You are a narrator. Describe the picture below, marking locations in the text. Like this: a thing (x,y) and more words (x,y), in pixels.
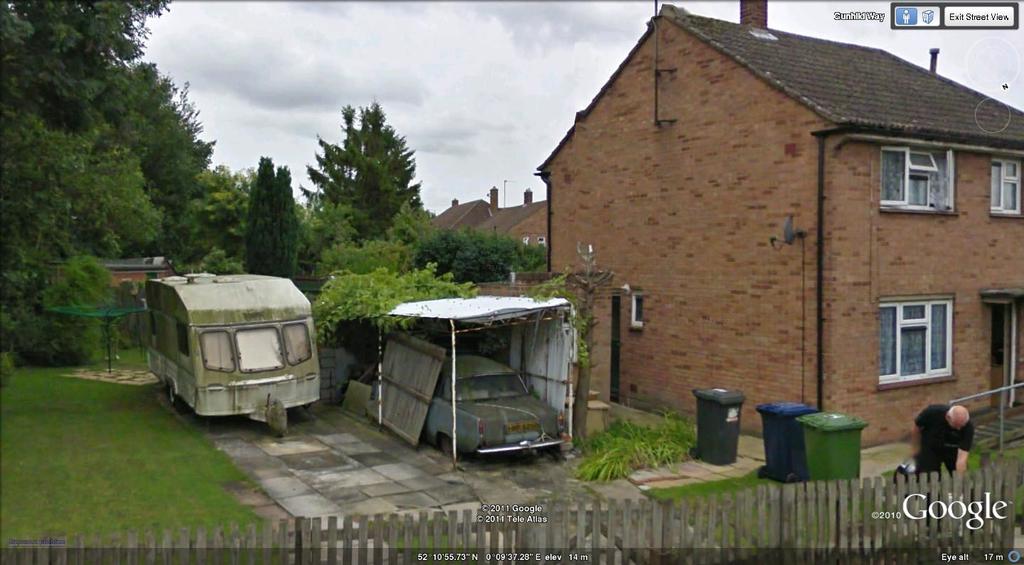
This is an outside view. On the right side (823,296) there are few buildings (667,253). In front of the building (911,421) there is a person (921,450) wearing black color dress (924,434) and standing. Beside the person (937,439) there are three dustbins (811,456). At the bottom of the image (519,543) there is a fencing (607,543). In the middle of the image (447,303) I can see two vehicles (311,384) on the ground (378,440), one is under the shed (559,395). In the background (211,186) there are many trees (184,186). At the top of the image (331,52) I can see the sky (400,52).
